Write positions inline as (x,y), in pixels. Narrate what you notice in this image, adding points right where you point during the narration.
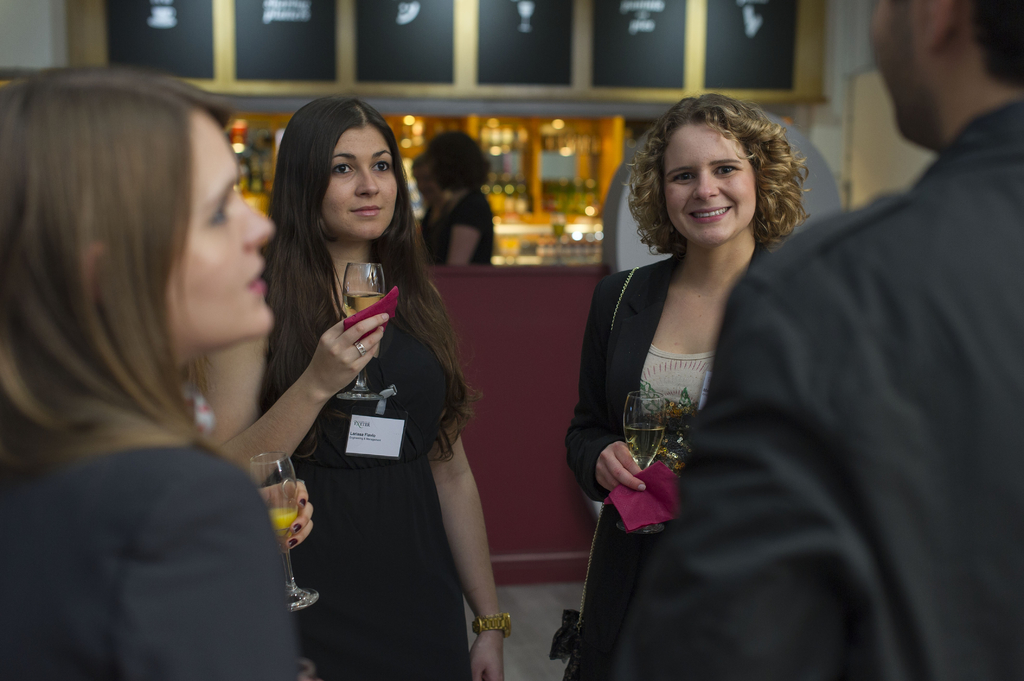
In this picture there is a woman (346,142) who is wearing black dress (407,566) and holding a wine glass (353,287). Beside her there is another woman (707,289) who is also holding a wine glass (640,456). On the left (125,135) there is a woman (150,509) who is wearing blazer (128,540). On the right (894,216) there is a man (881,435) who is wearing a black color shirt (944,414). In the back (464,221) I can see two persons (477,201) who are standing near to the table (522,277). Beside him I can see the bottles (586,206) and glasses (547,250).
